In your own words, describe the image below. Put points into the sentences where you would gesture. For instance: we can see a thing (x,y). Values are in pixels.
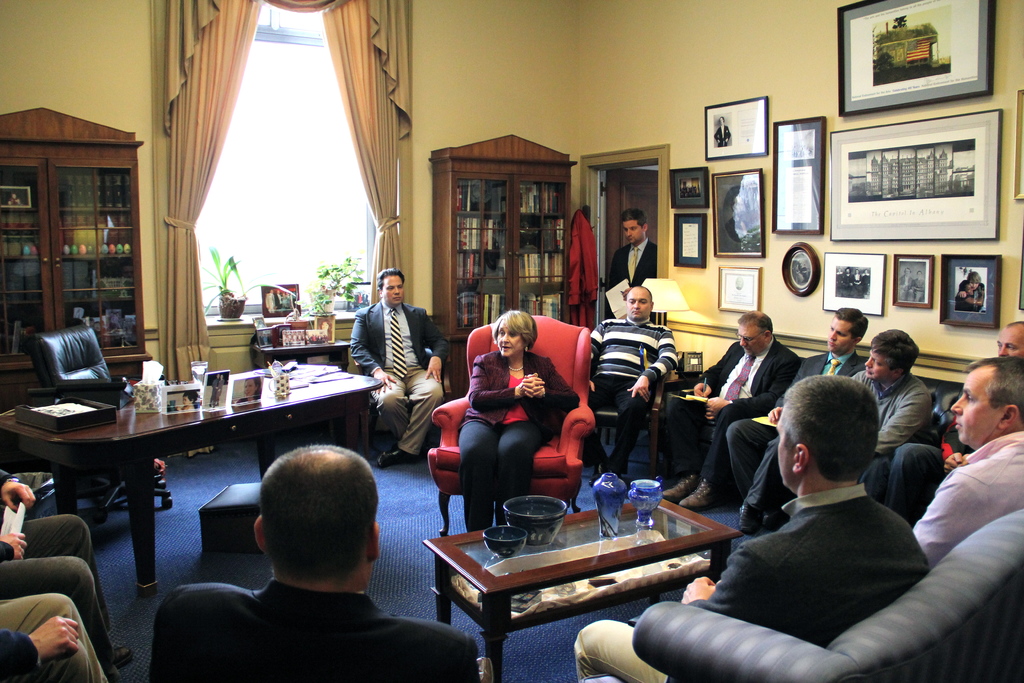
In this image In the middle (504,432) there is a woman (531,405) she is sitting on the chair (563,426) her hair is short. In this image there are many people (797,414) sitting around the woman (519,438). In the back ground (249,401) there is table (151,424), chair (110,379), bookshelf (525,252), cupboard (525,244), curtain (209,173), window (277,189), photo frame (786,205), man (635,277), door (651,228) and wall (646,47).
